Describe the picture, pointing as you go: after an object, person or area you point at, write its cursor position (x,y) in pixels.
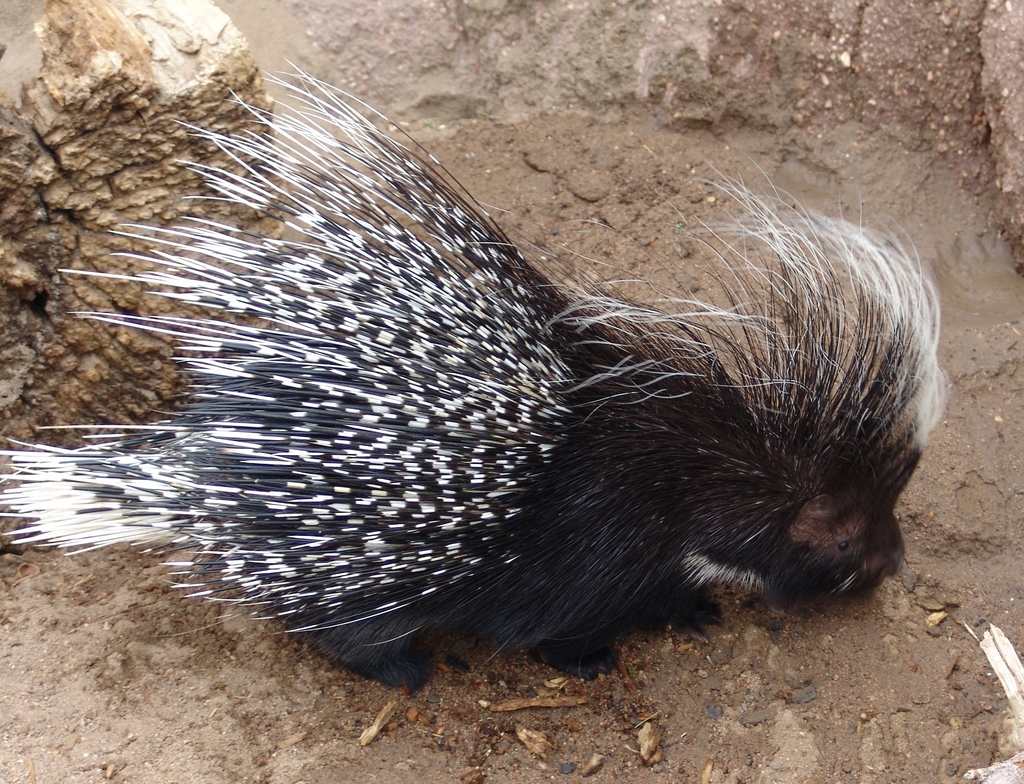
In this image I can see a porcupine (445,483) which is in black and white color. It is on the ground (985,389). To the side I can see the rock (167,126).
